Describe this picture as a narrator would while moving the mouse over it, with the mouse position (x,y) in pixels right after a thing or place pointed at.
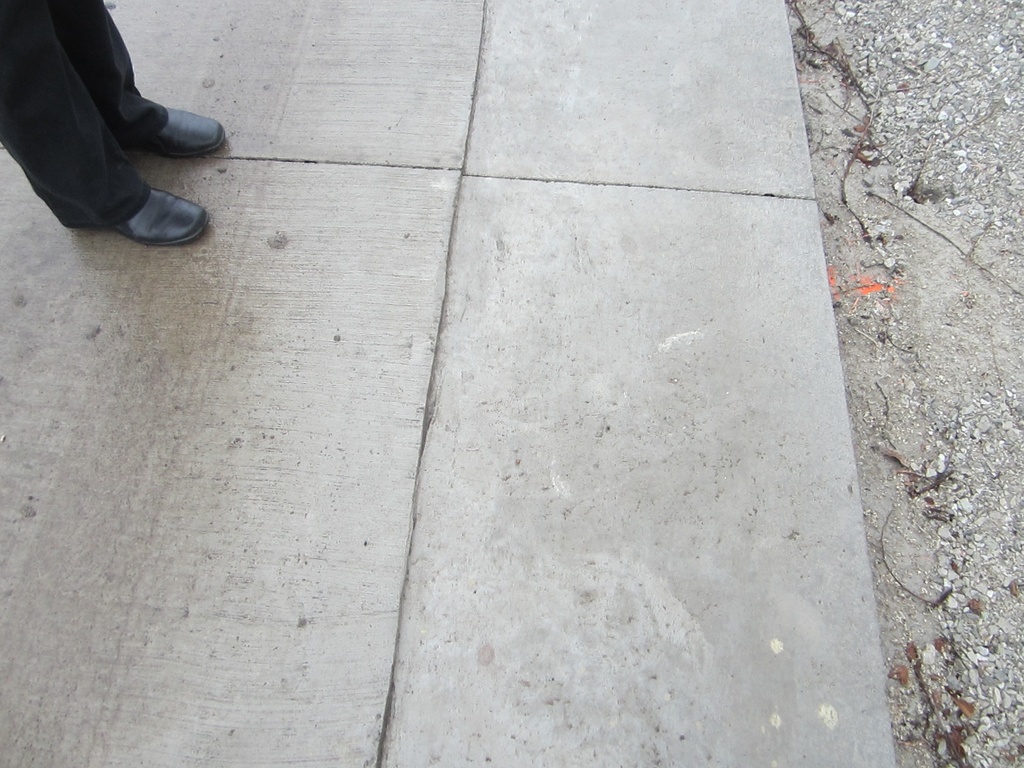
In this picture we can see a person legs (120,47) on a surface (289,247) and wore shoes (209,135) and in the background (978,62) we can see small stones (936,680).
